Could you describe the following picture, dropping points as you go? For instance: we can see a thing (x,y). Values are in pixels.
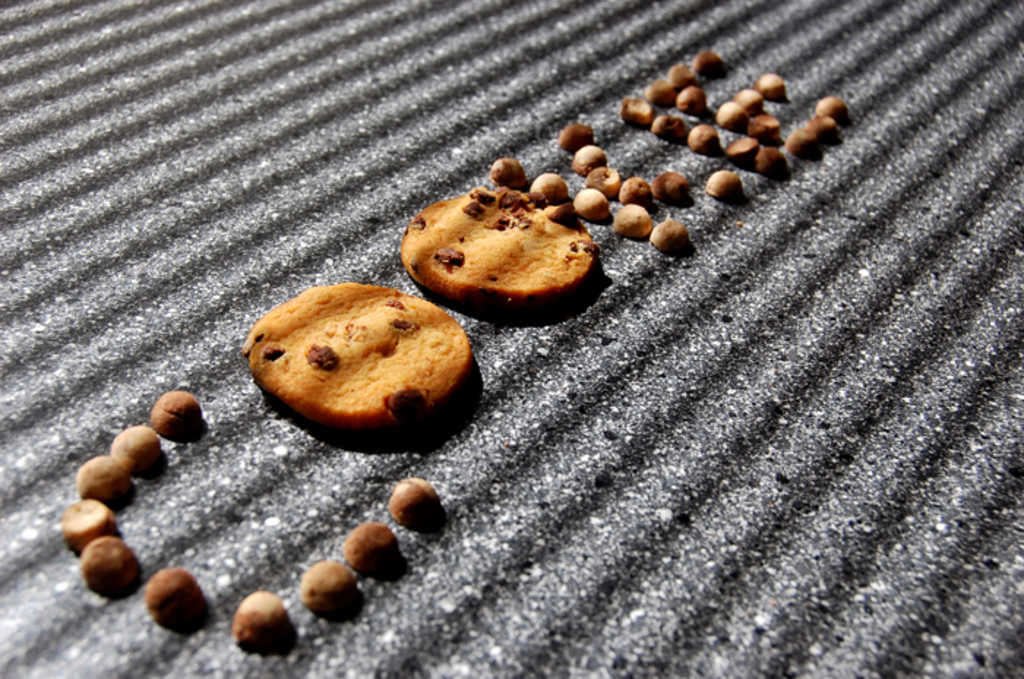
This picture contains cookies (475,203) which are placed on the black color sheet (570,355).
